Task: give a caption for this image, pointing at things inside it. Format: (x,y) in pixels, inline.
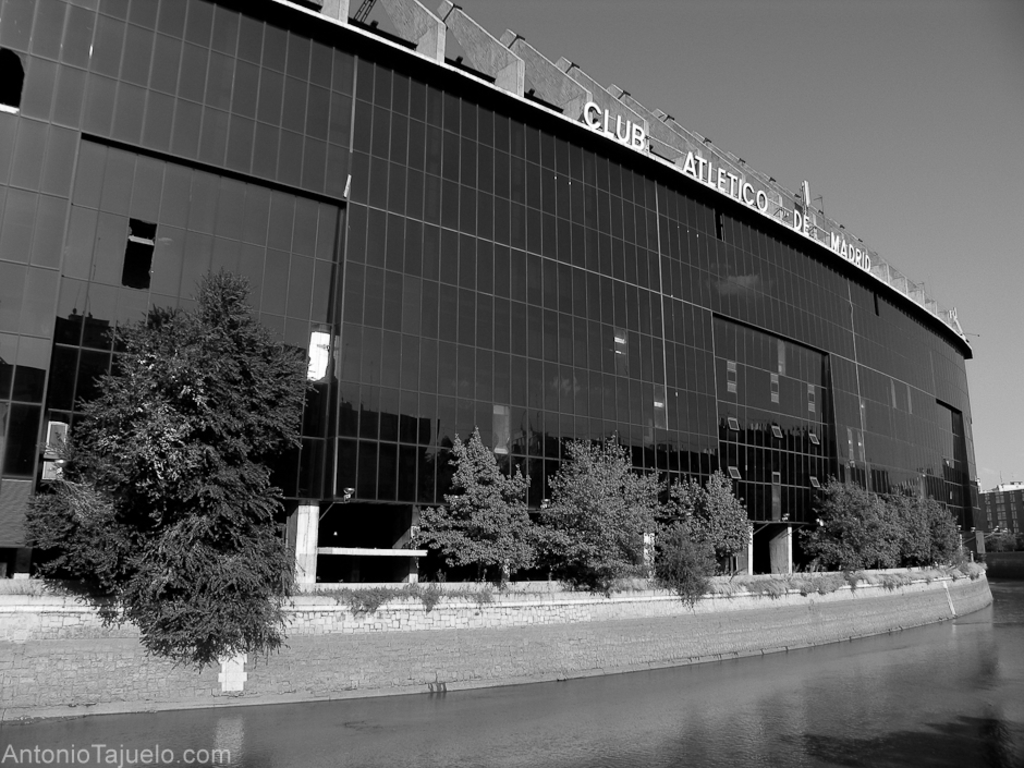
In this image there is a large building (603,410) with glasses (728,412). There are trees (960,549). There is water (895,672). There is another building (1008,512) on the right side (1018,495).
